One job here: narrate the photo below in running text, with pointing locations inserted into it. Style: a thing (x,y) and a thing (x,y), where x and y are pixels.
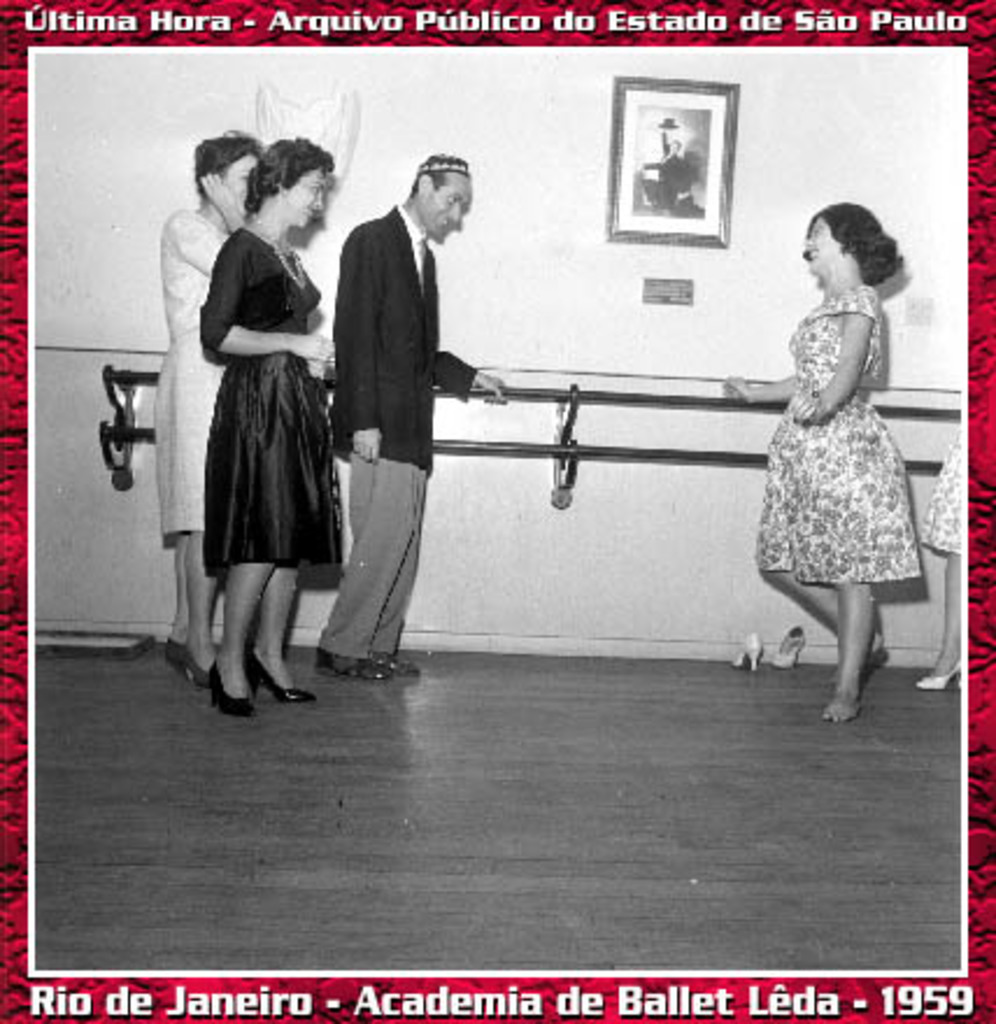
In this image we can see a black and white photograph (617,461) on a poster (249,88) and at the top (440,25) and bottom we can see texts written on the poster (301,41) and in the photo (516,438) we can see three persons (457,371) are standing on the left side (214,303) on the floor (707,683) and on the right side (945,517) there are few persons (907,548) standing on the floor (532,847) and we can see footwear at the wall (818,662) and there is a frame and poles (707,398) on the wall (675,434).
